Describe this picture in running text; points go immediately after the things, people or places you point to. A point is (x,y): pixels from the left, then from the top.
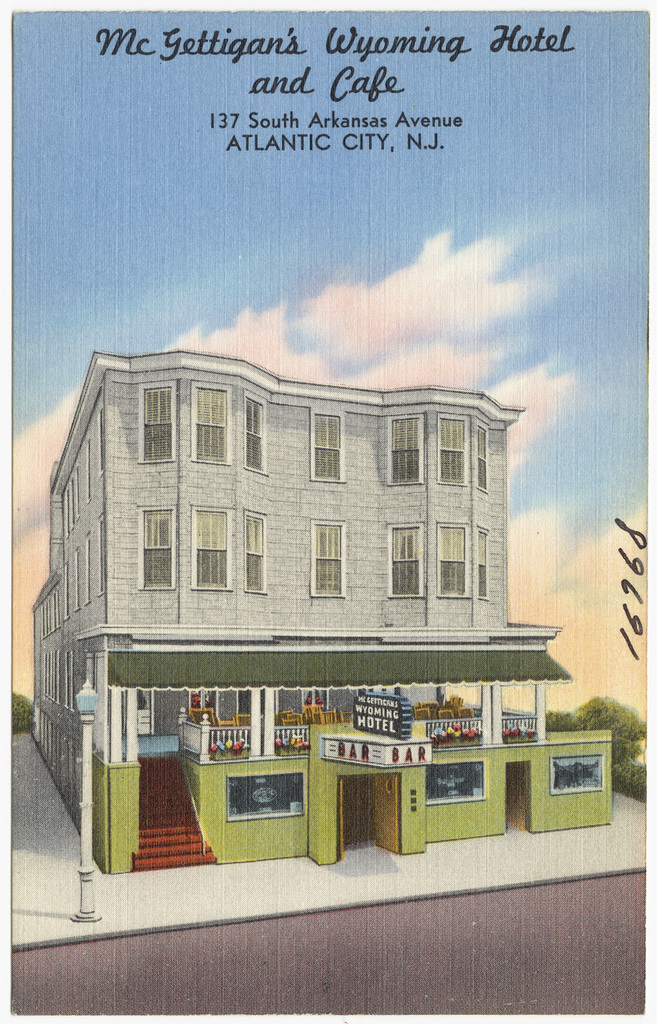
This image is a painting and in this image we can see a building (327,683) and also a light pole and tree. At the top (373,86) we can see the text (382,79) and we can also see the sky (380,198) with clouds (404,281) and at the bottom (437,933) there is road (470,928). On the right (624,584) we can see the numbers (634,551).
